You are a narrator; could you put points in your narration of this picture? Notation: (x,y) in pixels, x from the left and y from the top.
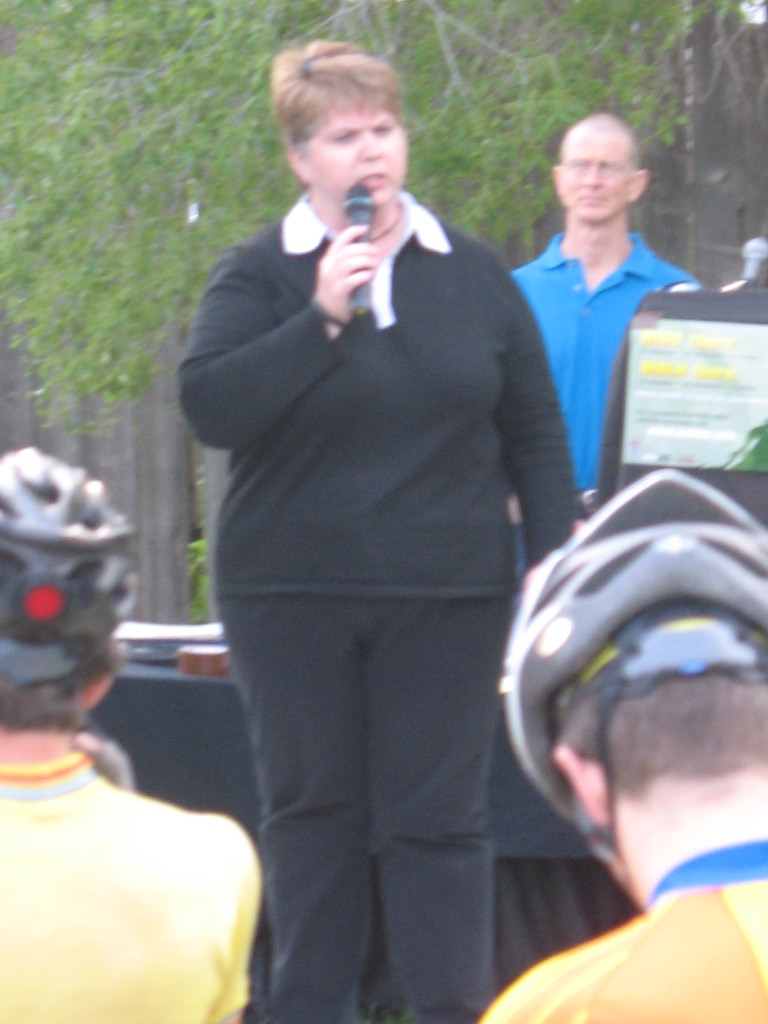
In this image I can see the group of people (342,802) with different color dresses (296,839). I can see two people (13,634) with helmets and one person (356,243) holding the mic (361,303). I can see the table (145,683) and it might be a podium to the right (661,372). In the background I can see the trees (40,240).
